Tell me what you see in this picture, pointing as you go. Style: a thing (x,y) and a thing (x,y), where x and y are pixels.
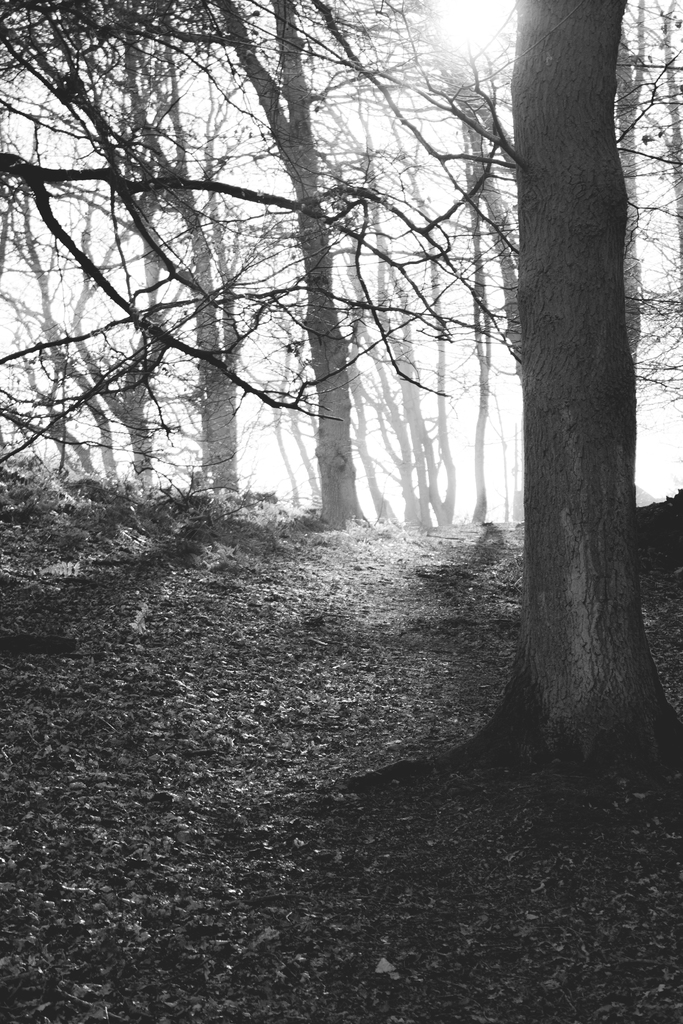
This is a black and white image. At the bottom of the image (265,795) we can see the dry leaves (292,831) and ground (280,580). In the background of the image (406,467) we can see the trees (358,262). At the top of the image (390,191) we can see the sun (490,29) is present in the sky (247,414).
